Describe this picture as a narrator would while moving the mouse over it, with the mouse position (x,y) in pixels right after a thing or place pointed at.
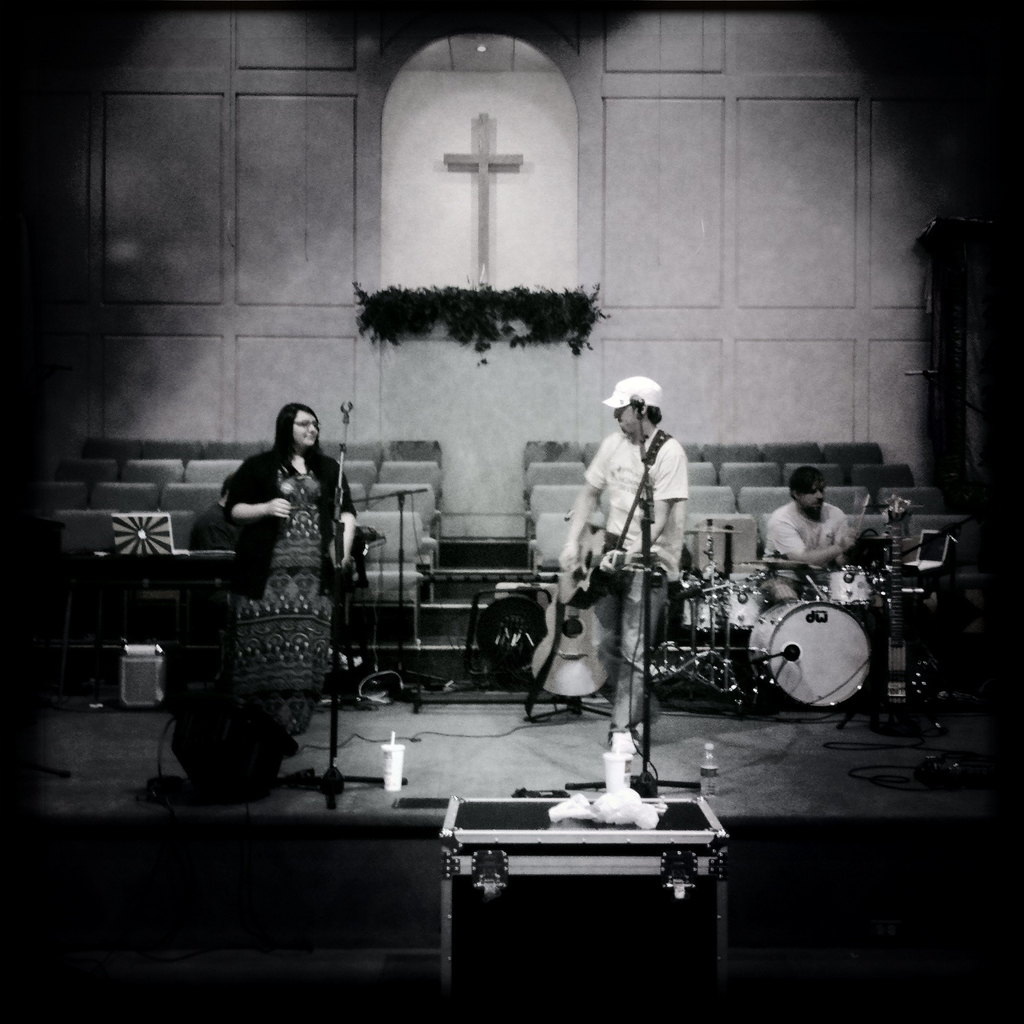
In this picture we can see three persons (656,545), a person (662,557) in the middle (587,553) is playing a guitar (580,564), a person (797,538) on the right side (684,616) is playing drums (861,571), there are microphones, musical instruments (695,593) and chairs (569,504) in the middle (361,507), in the background (668,174) there are leaves (561,315) and a wall (655,168), we can see a box (641,909), glasses (616,757) and a bottle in the front (573,891), it is a black and white image.
